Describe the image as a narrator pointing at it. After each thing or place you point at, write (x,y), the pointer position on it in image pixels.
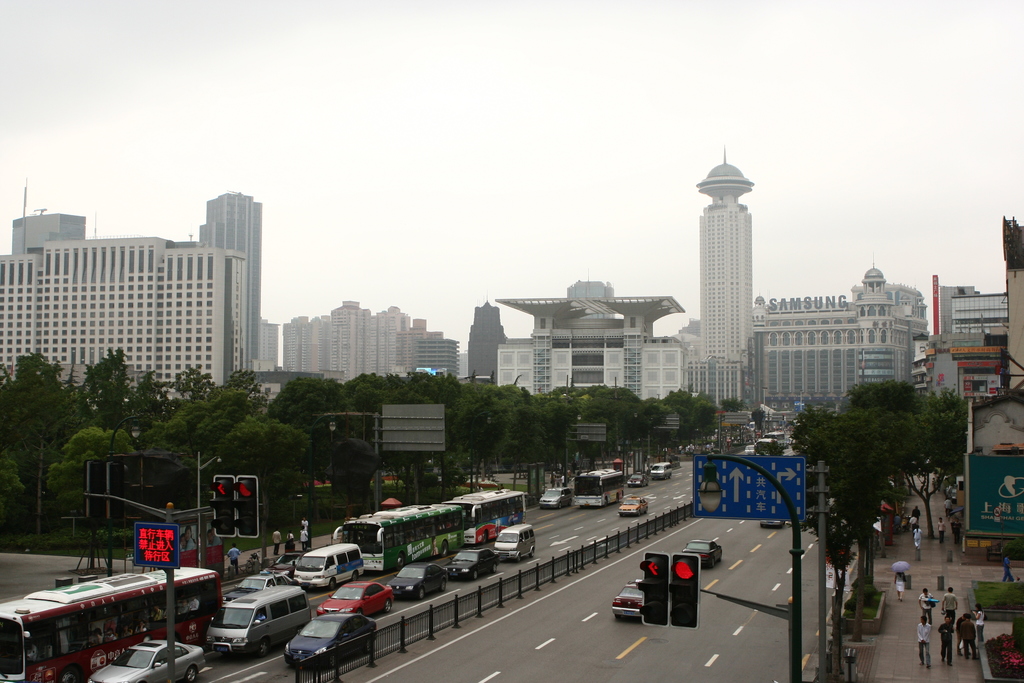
In this image I see the road (667,495) on which there are many vehicles (250,629) and I see traffic signals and I see people (957,644) on the footpath (877,657). In the background (878,503) I see number of trees (198,429) and number of buildings (668,358) and I see the sky (449,116).
